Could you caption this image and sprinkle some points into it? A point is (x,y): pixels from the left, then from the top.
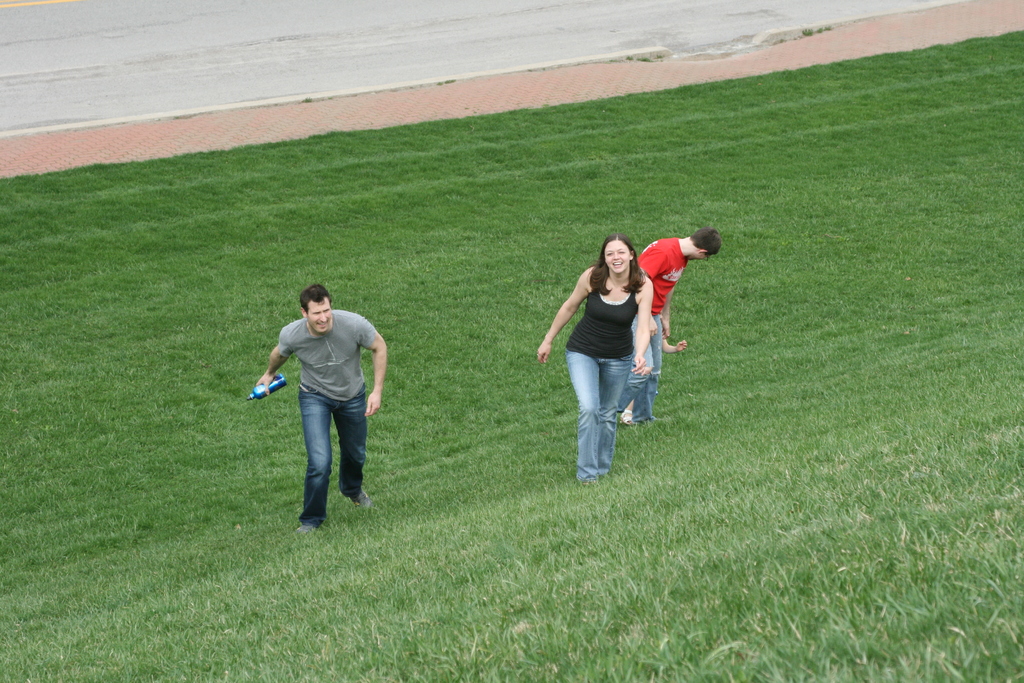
In this image there are three persons (585,339) walking on the ground (434,432). The man (347,359) on the left side (308,373) is holding the bottle (258,387). There is a woman (572,338) in the middle (572,364). On the right side (684,277) there is a man (671,287) who is walking on the ground (680,407) by holding the hand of the woman (598,316). At the top (217,60) there is a road (289,49).
